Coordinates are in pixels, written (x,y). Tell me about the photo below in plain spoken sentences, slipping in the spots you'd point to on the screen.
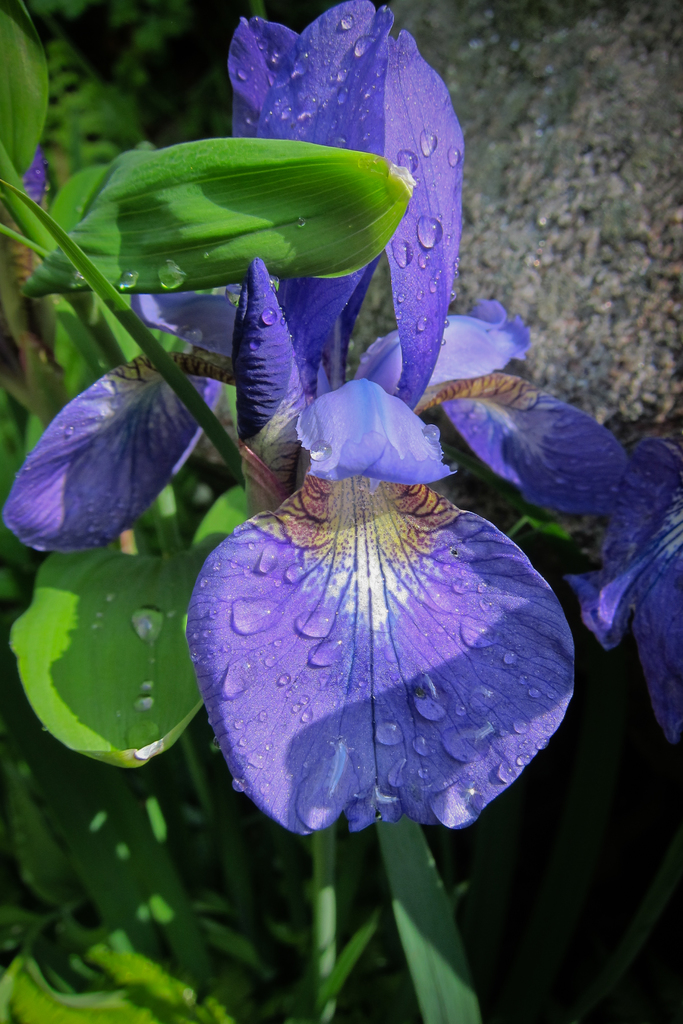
In this picture we can see purple color flowers (327,472) and leaves (188,1012), there is a blurry background (154,43).
